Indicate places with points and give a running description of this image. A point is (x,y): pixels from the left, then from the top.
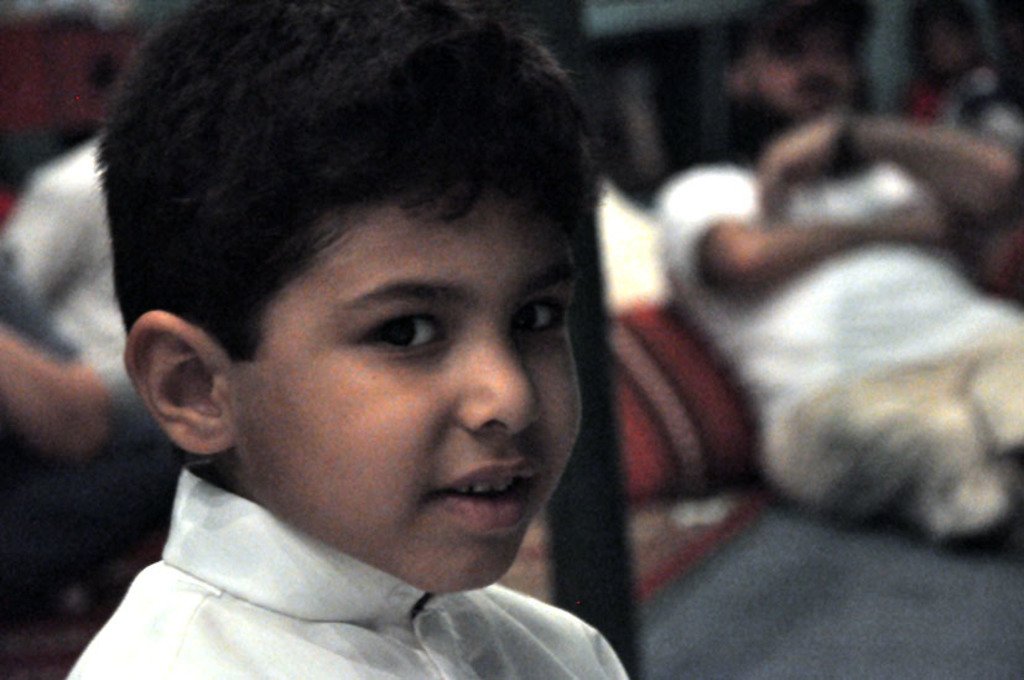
In the center of the image (476,317), we can see a boy (446,385) and in the background (758,261), there are some other people (781,265).
